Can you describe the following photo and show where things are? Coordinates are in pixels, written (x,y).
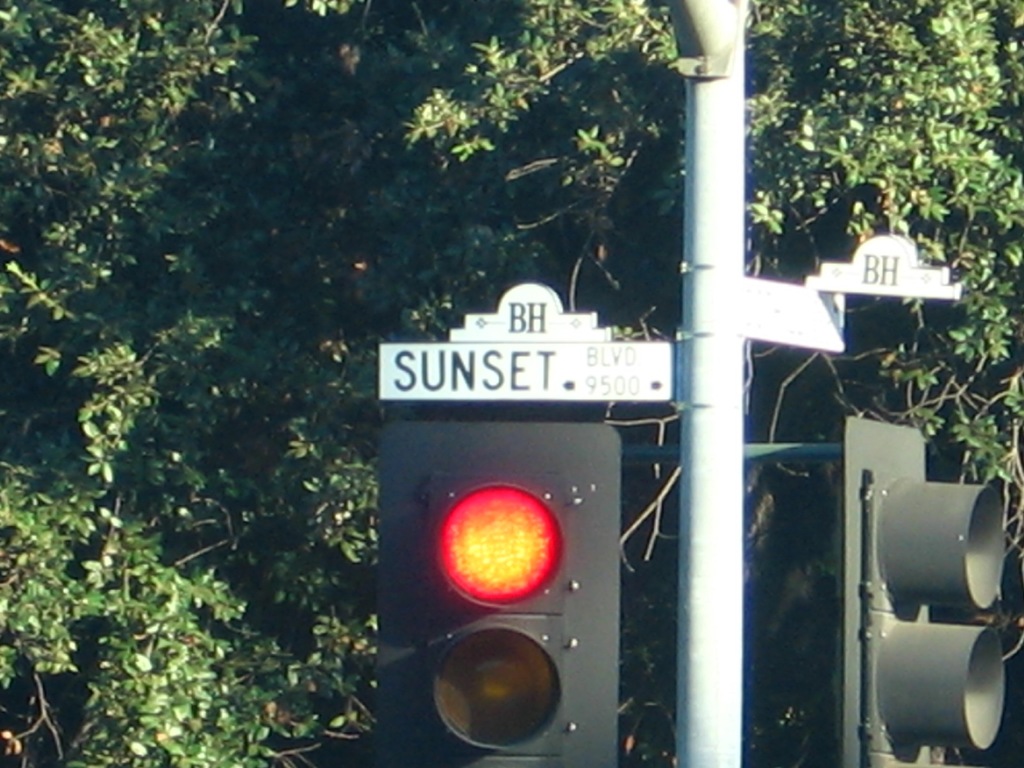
In the picture we can see a pole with a signal light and in the background (306,271), we can see a tree (312,262) with leaves (142,745).
